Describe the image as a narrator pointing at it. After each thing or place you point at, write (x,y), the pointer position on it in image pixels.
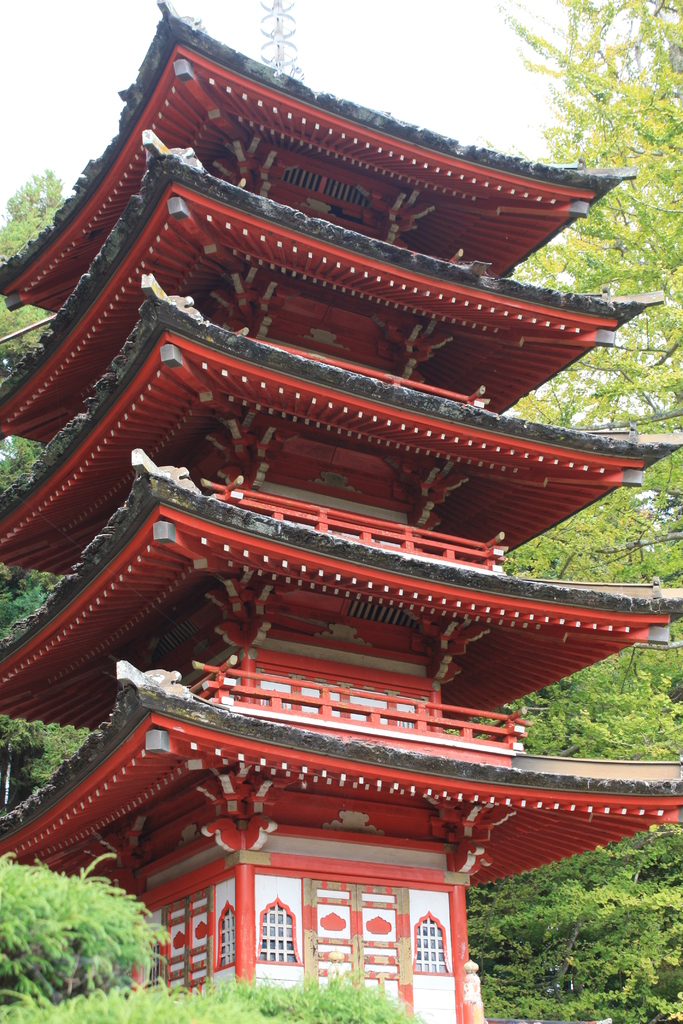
In this image I can see the building (361,771), windows (285,926), trees (9,974) and the sky (384,44).
